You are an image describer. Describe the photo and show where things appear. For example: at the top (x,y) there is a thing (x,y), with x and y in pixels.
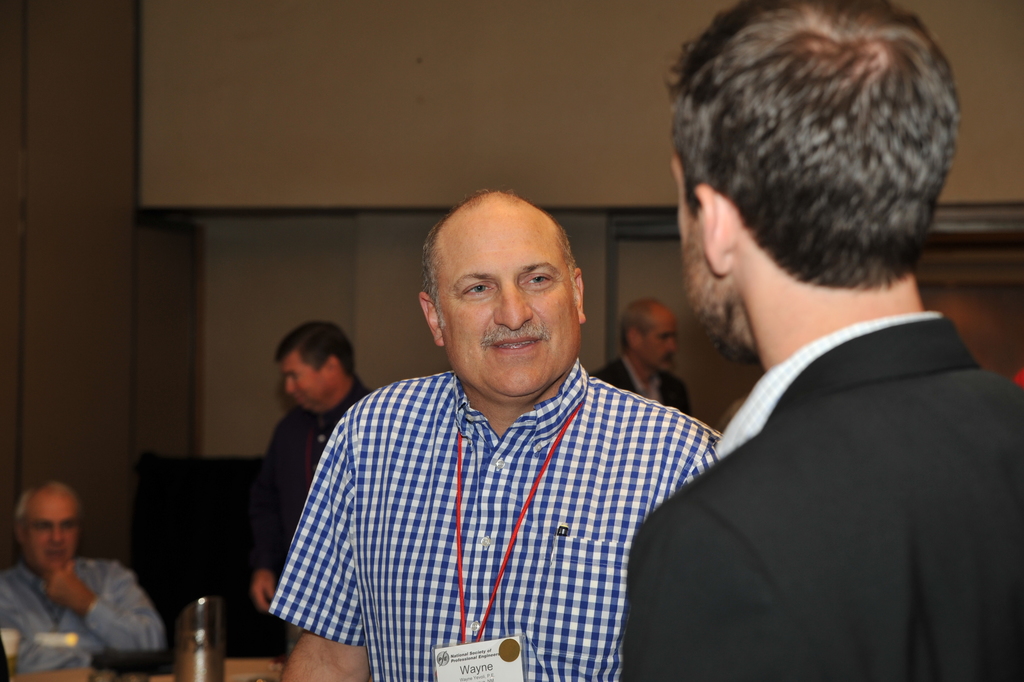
In this picture we can see two people (783,550), one person (507,511) is wearing an id card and in the background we can see people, wall (982,20) and some objects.
